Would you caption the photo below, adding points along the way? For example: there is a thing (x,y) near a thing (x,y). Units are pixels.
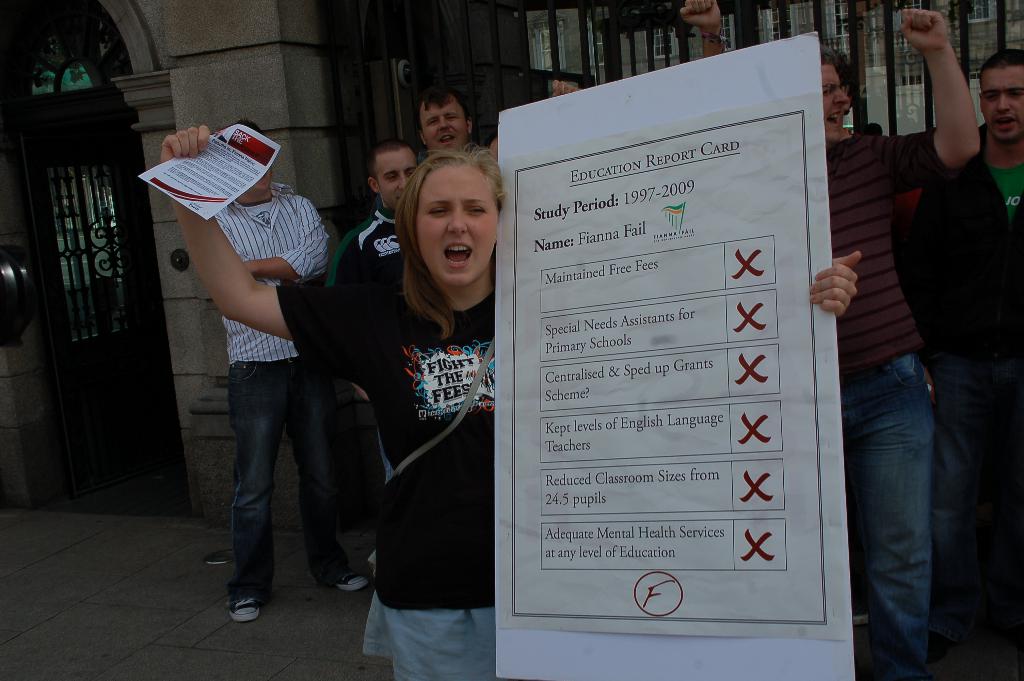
In this image there is a lady (485,647) holding a board (760,231), on that board (760,231) there is some text (562,383), in the background (250,363) there are people (851,175) standing and there is a building (113,139).
